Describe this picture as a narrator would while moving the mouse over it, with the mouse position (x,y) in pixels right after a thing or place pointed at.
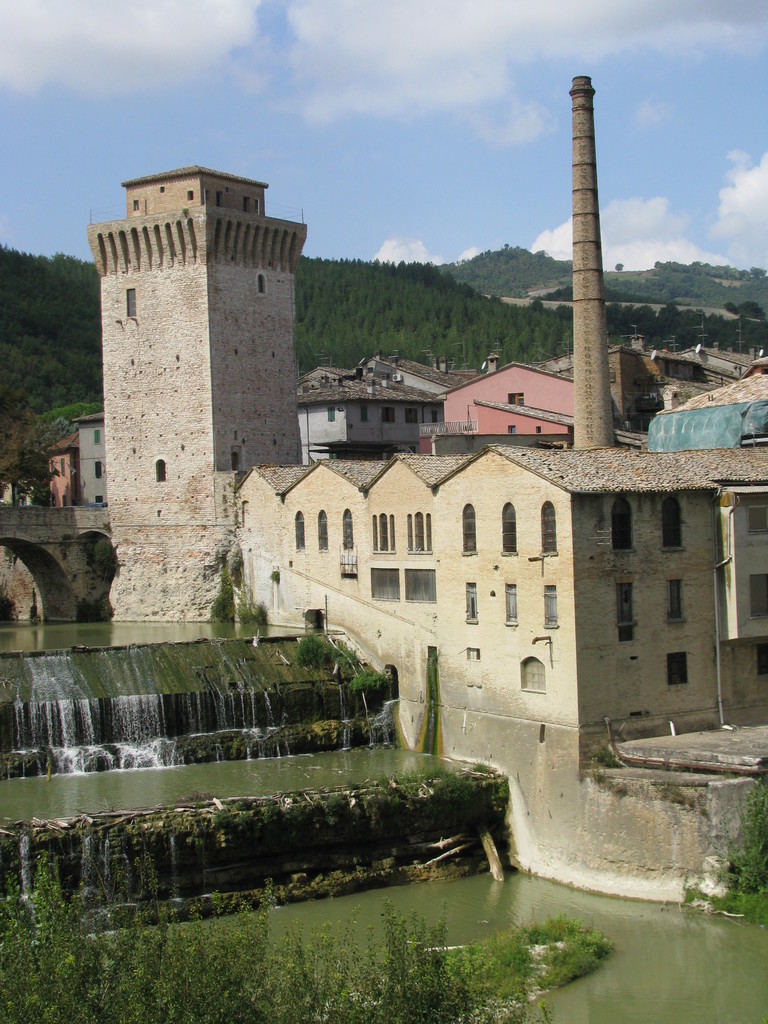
In this image we can see the water (66,779), trees (37,934), stone houses (439,443), bridge (32,544), hills (725,294) with trees (643,320) and the cloudy sky (428,69) in the background (316,282).
